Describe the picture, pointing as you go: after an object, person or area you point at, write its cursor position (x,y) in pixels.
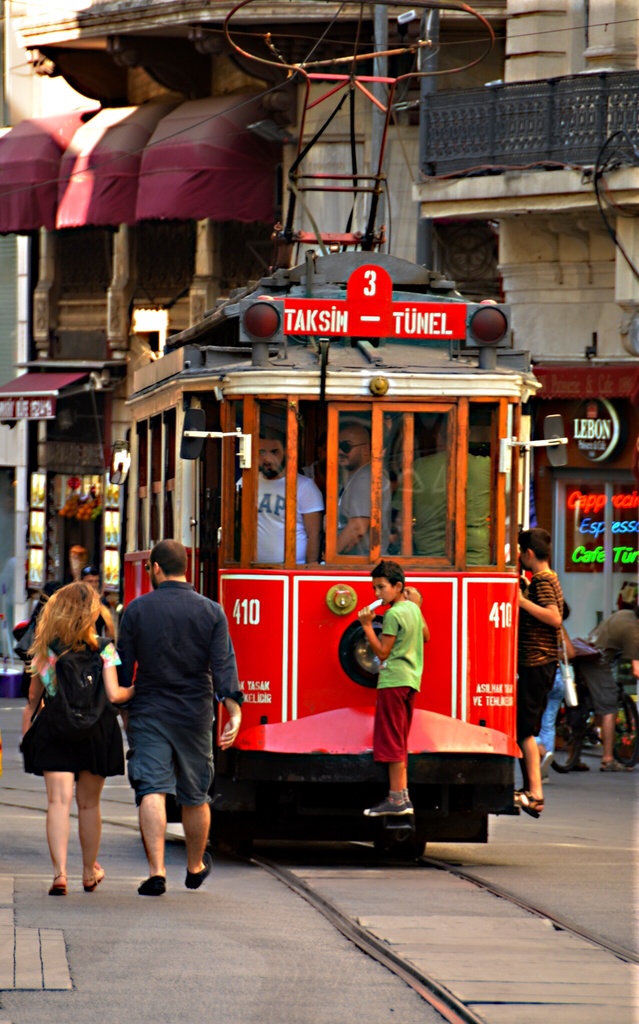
In this image I can see the ground (274,939), a train (335,839) which is red, white, orange and black in color on the ground (375,927), few persons (197,622) standing on the ground (287,983) and few persons (356,447) in the train (347,577). In the background (4,67) I can see a building (595,595), few boards (634,498) and few other persons (612,699).
